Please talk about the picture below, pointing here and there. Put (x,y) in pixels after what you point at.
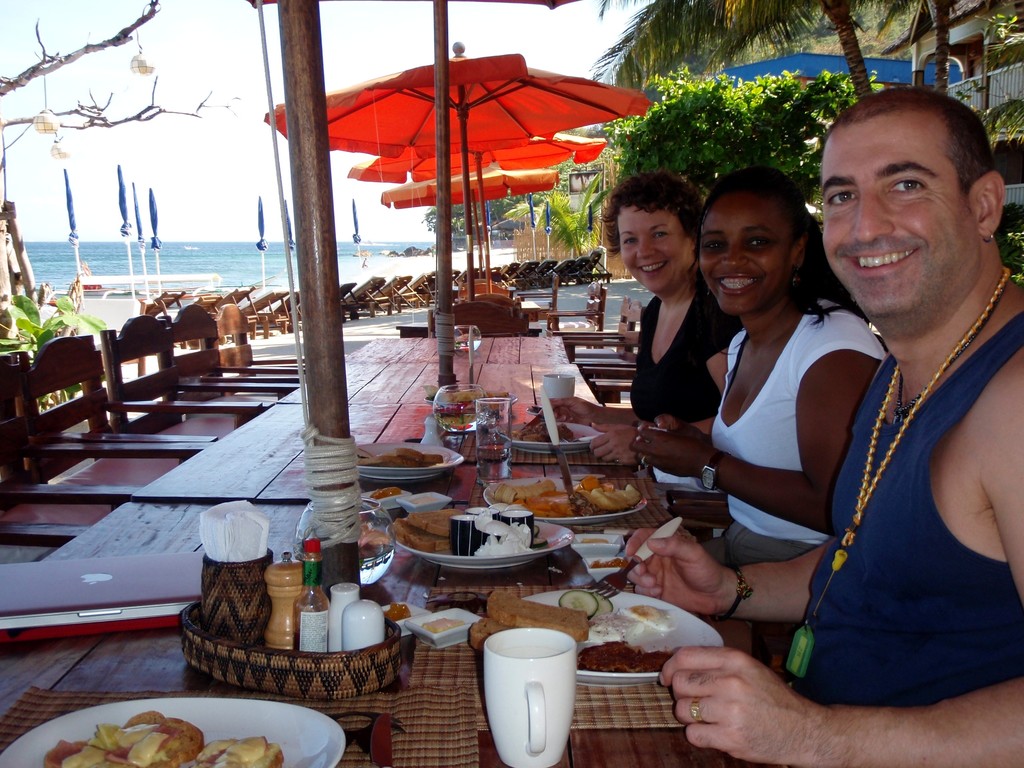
In this image, we can see some chairs (404,296) and umbrellas (510,80). There are trees (851,36) in the top right of the image (854,43). There are three persons (851,290) on the right side of the image (925,398) sitting in front of the table (421,404). This table (408,371) contains cups (504,697), bottles (324,644) and plates (419,469) with some food (190,749). There are sticks (314,360) in the middle of the image (446,273). There is a beach (114,265) on the left side of the image (265,259). At the top of the image (362,54), we can see the sky (342,32).
